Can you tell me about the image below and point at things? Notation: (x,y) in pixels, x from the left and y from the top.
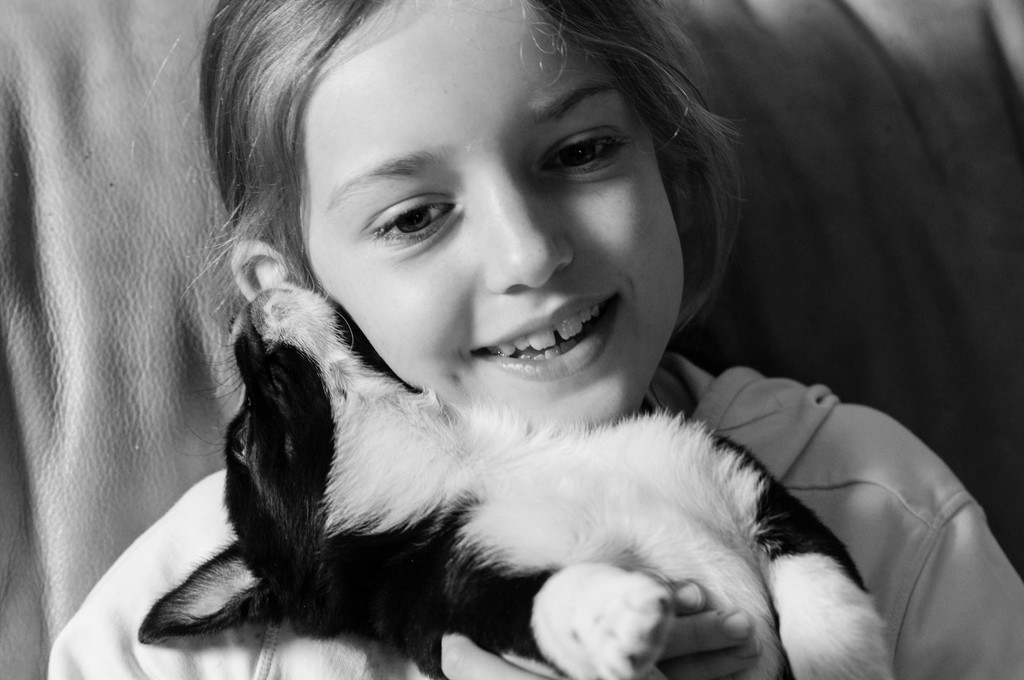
In the image we can see there is a girl (740,644) who is holding dog (253,474) in her hand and the image is in black and white colour.
